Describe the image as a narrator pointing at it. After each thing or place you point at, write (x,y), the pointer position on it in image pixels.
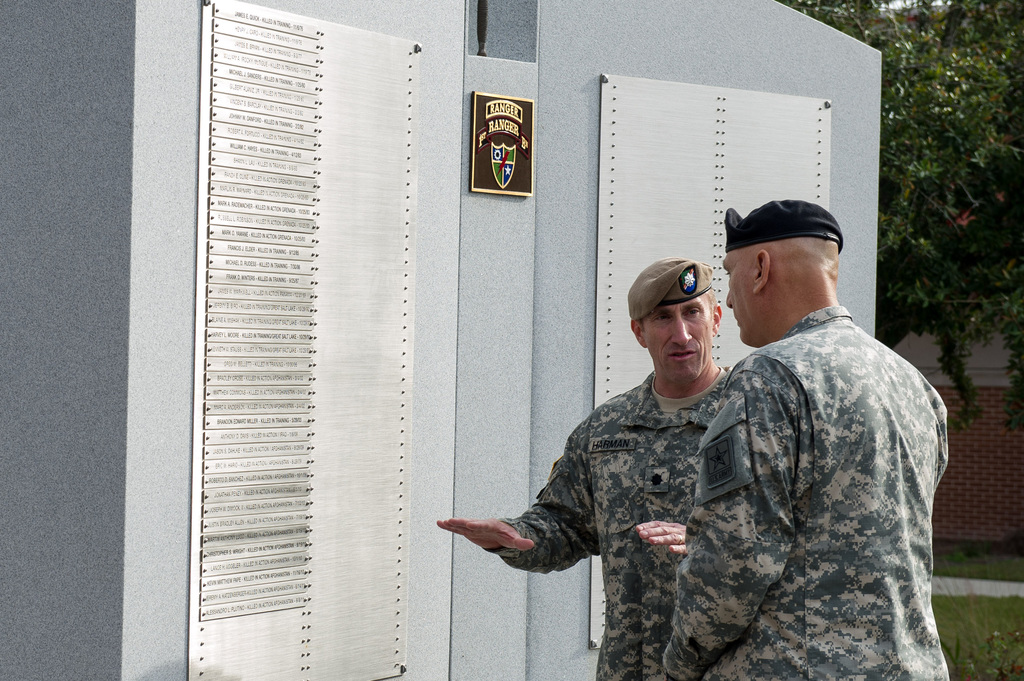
In the foreground (708,414) we can see two people (674,512) talking. In the middle (466,401) there is a wall (73,115), to which we can see two iron plates (395,201) attached. On the right (990,496) there are trees (1010,405), plants (998,638), grass (985,634) and wall (983,526).
